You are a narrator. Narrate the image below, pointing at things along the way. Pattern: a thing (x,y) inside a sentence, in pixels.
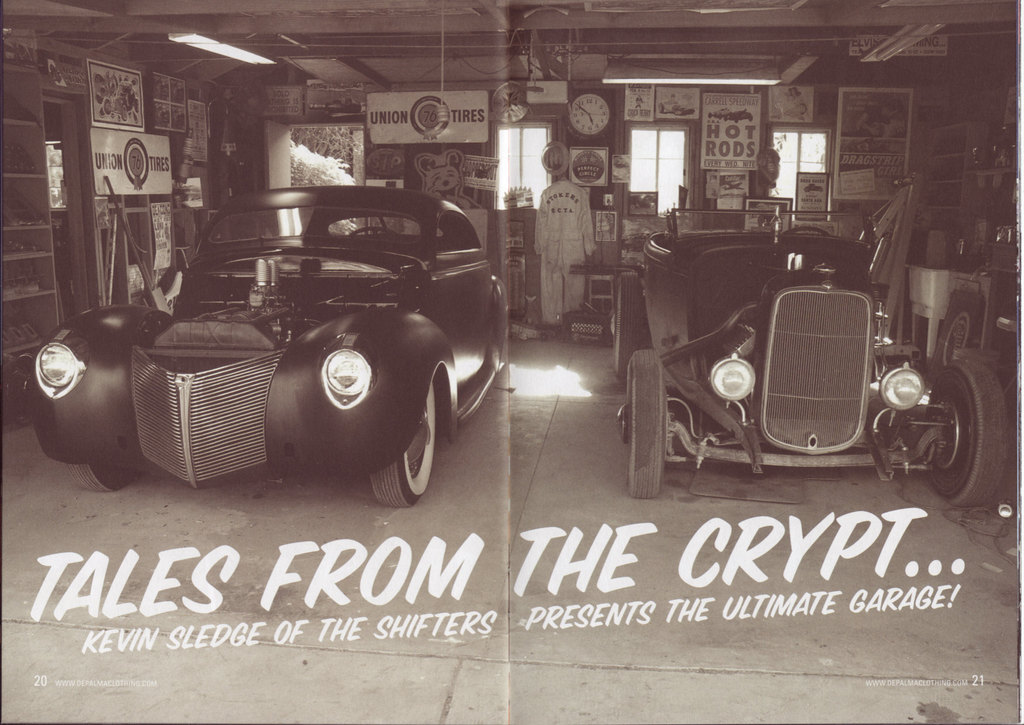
In this image two cars (355,382) are on the floor (571,444). There is a clock (584,116) and few posters (412,125) are attached to the walls (873,75). There is a picture frame (765,203). There are few objects (923,279) are on the floor (667,512). There is a rack (943,201). There are few lights (749,82) attached to the roof (584,55).
